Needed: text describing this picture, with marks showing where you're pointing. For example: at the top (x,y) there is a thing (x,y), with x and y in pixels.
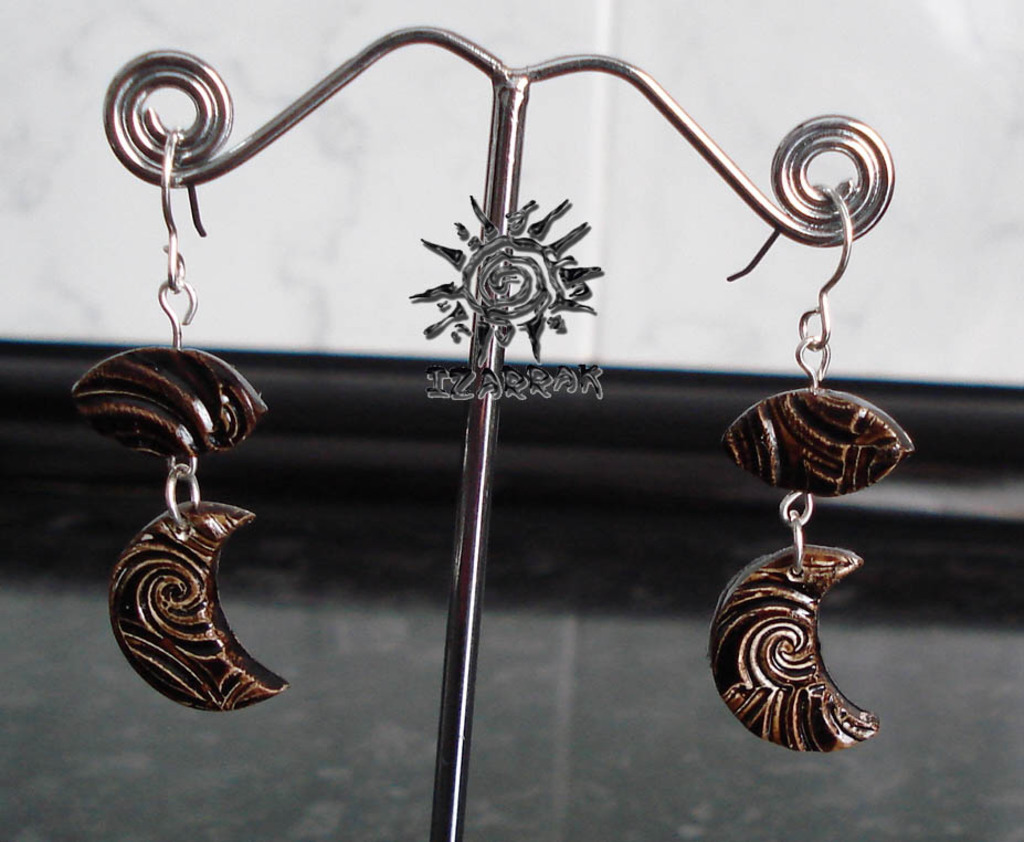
In this image in the center (487,459) there is one pole (447,704) and there are a pair of earrings (740,674), in the background (654,500) there is a wall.
